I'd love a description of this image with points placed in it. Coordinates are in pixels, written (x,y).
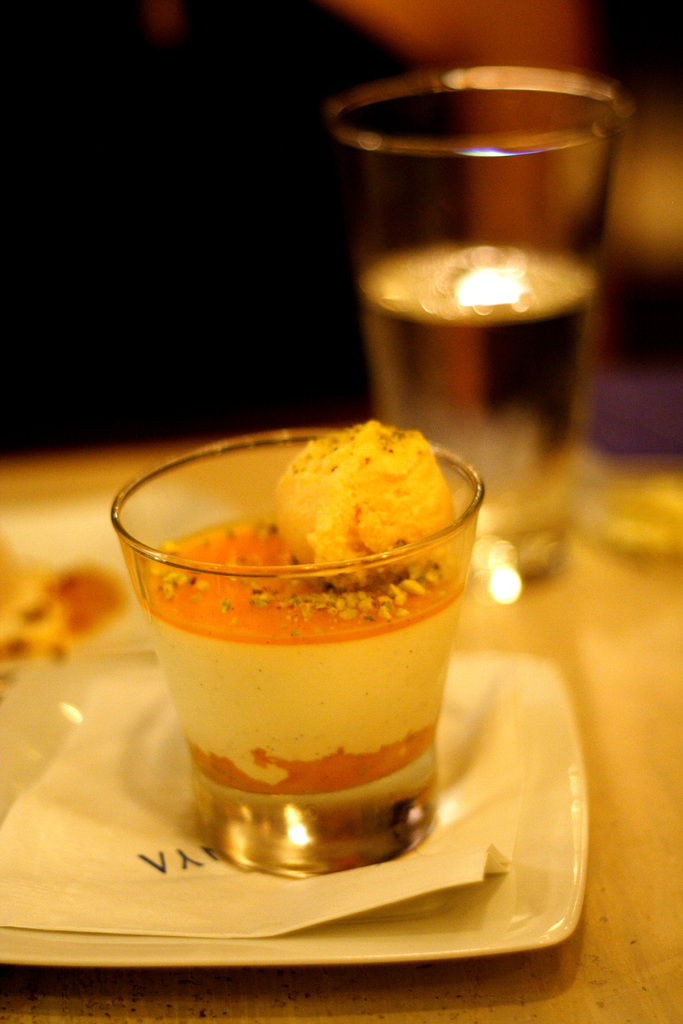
At the bottom of the image (186,1014) there is a table (151,977), on the table (375,974) there is a plate (123,956). In the plate (514,669) there is a paper (87,763) and glasses (535,137). Background of the image (11,151) is blur.
